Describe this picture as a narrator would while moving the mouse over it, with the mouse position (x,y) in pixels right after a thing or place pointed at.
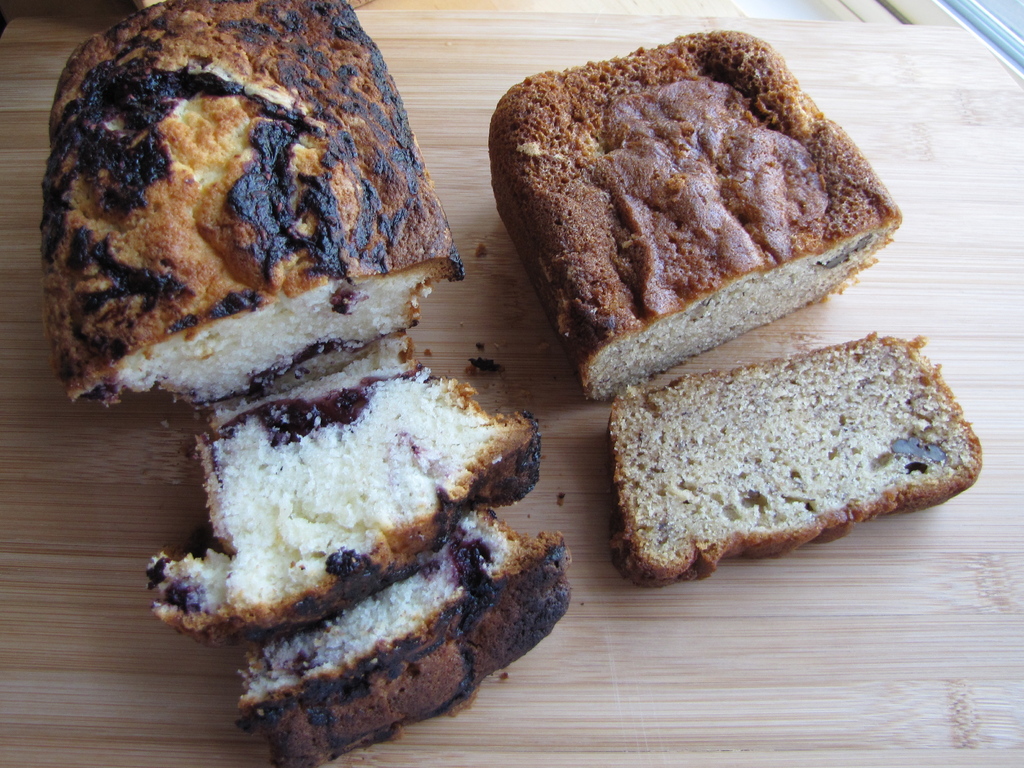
In this image we can see some food (785,369) on the table (580,545).
